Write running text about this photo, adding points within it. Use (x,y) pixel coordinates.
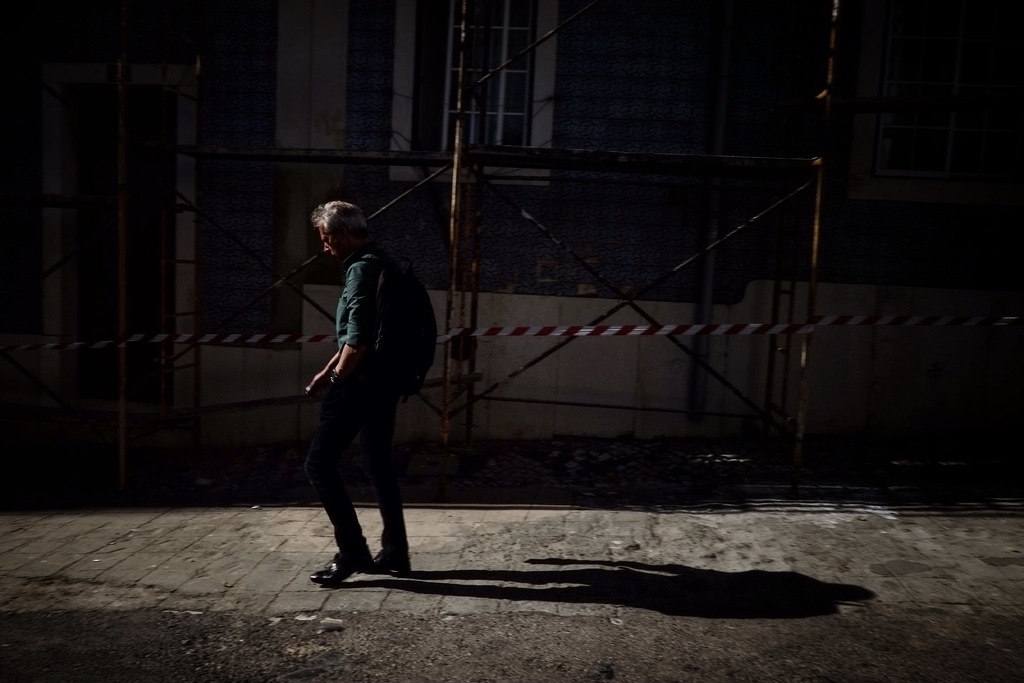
In the foreground of the picture (79,525) we can see a person (333,519) walking on the pavement (569,539). In the background (413,96) we can see iron frames (321,149) and building (374,102).
